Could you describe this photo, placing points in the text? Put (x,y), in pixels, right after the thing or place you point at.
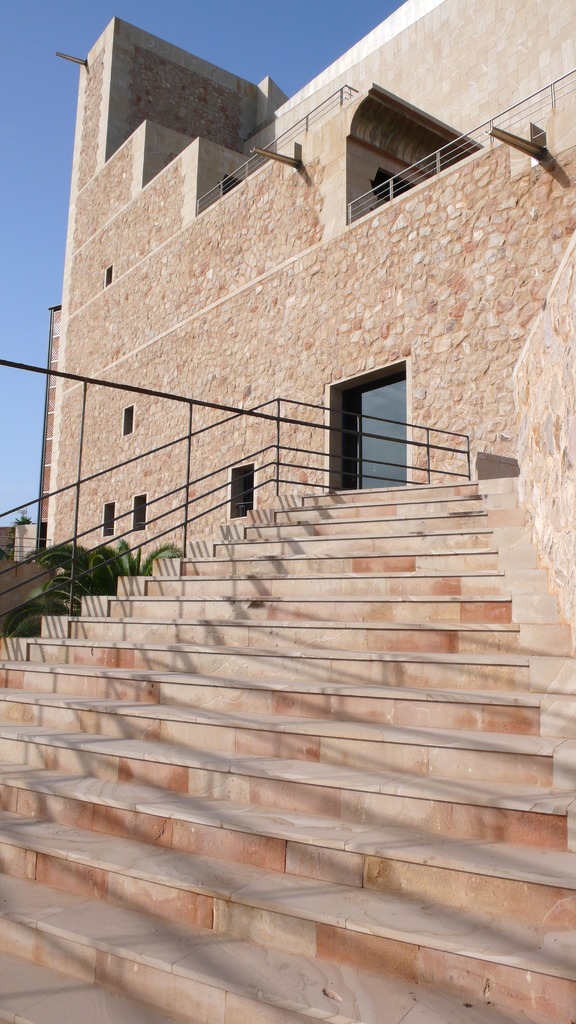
In this image we can see steps (274,610), railings (313,112), building (298,322), plant (36,594) and the sky (37,144).
